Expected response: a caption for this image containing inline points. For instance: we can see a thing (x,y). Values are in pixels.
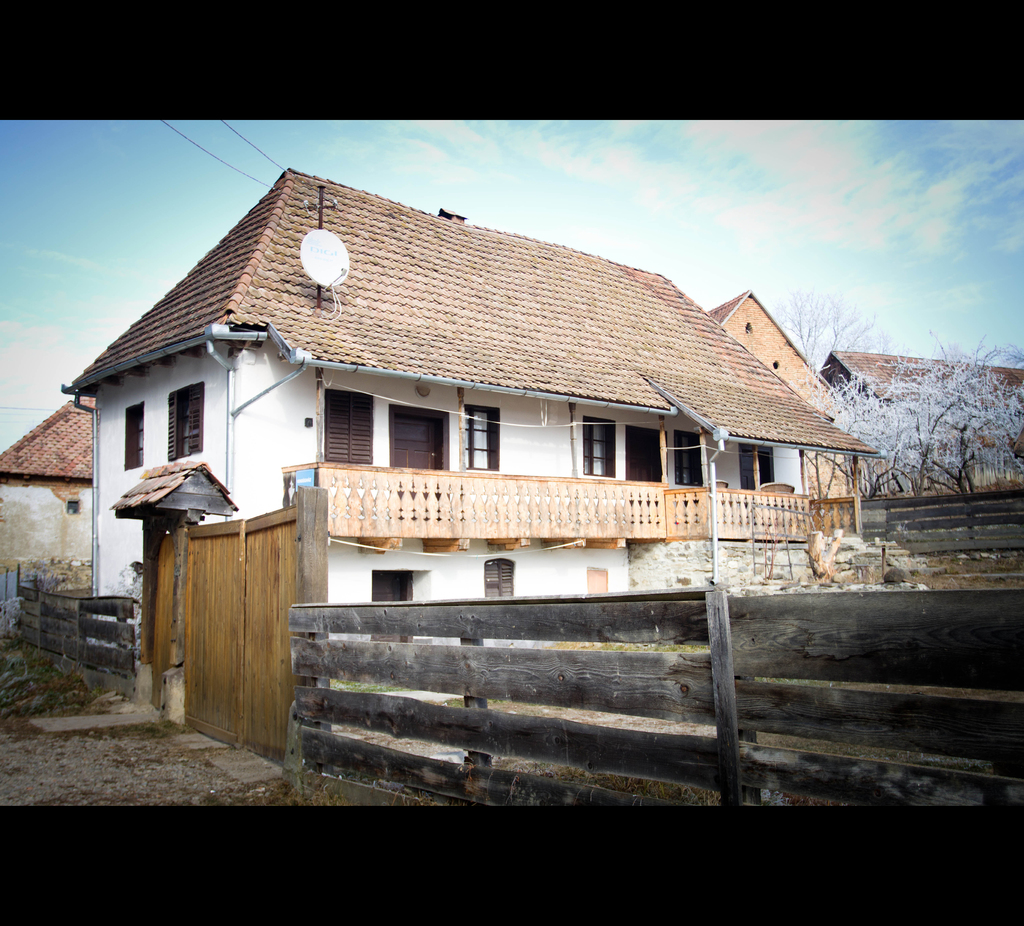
In this image there is wooden fencing (560,695), houses (609,396), trees (879,421) and the sky (471,142).
